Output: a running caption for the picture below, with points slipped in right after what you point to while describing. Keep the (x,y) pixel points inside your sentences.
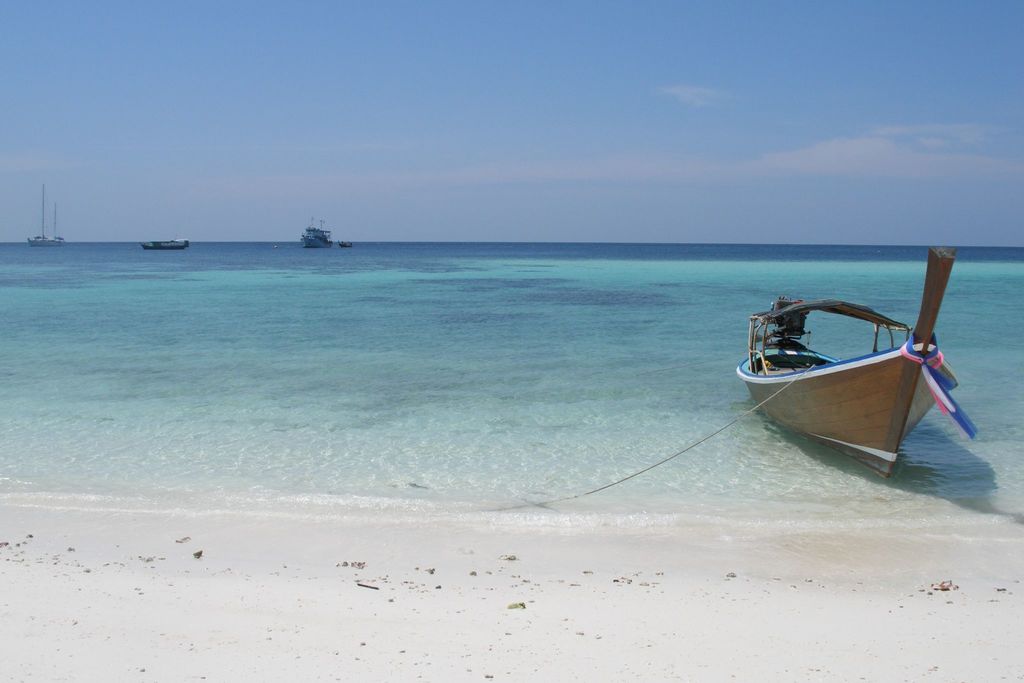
In this image on the right (889,419), there is a boat (842,367). At the bottom (417,588) there is sand (411,595), waves (313,497) and water (308,385). In the background (299,238) there are boats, sky (584,159) and clouds (699,98).
